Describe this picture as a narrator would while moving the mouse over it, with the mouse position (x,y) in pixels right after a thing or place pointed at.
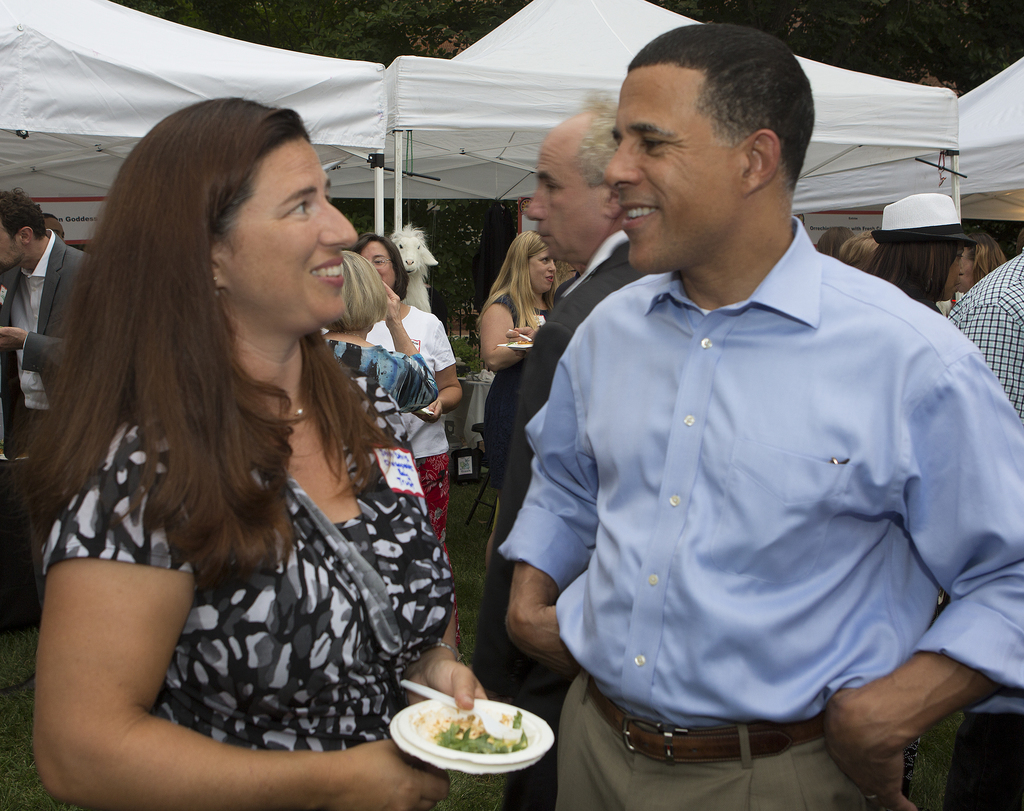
In this image, there are group of people (746,446) wearing clothes (588,429) and standing beside tents (819,109). There is a person (316,370) on the left side of the image (230,394) holding a plate (412,747) with her hand (466,668).
